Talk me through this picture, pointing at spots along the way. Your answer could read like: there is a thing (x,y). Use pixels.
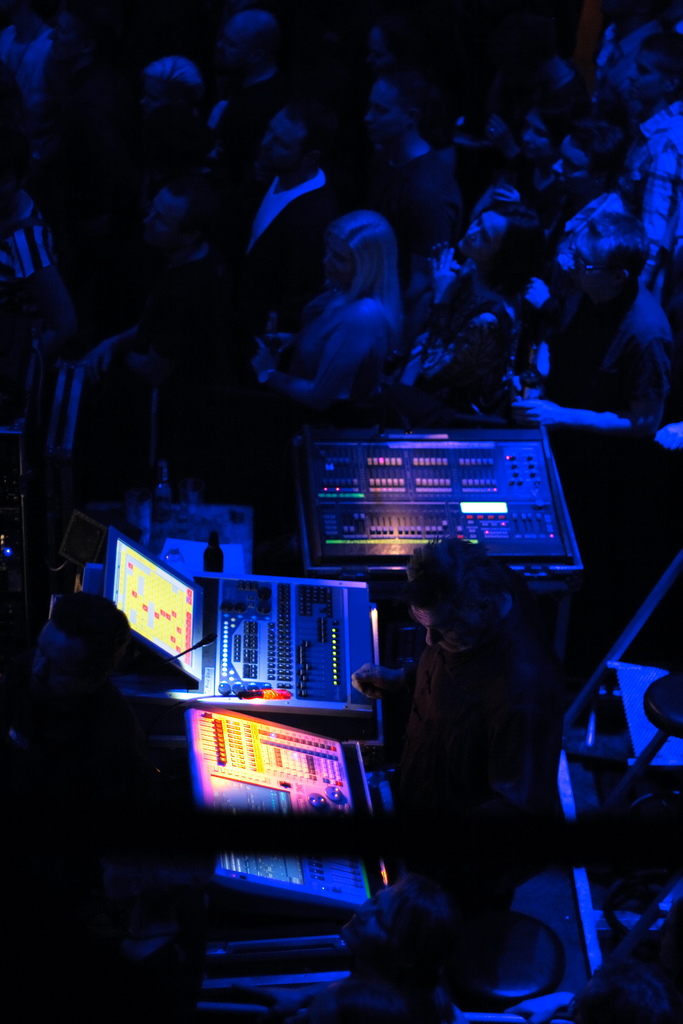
In this picture we can see a group of people (578,378), here we can see a screen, mic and musical instruments (446,452).
